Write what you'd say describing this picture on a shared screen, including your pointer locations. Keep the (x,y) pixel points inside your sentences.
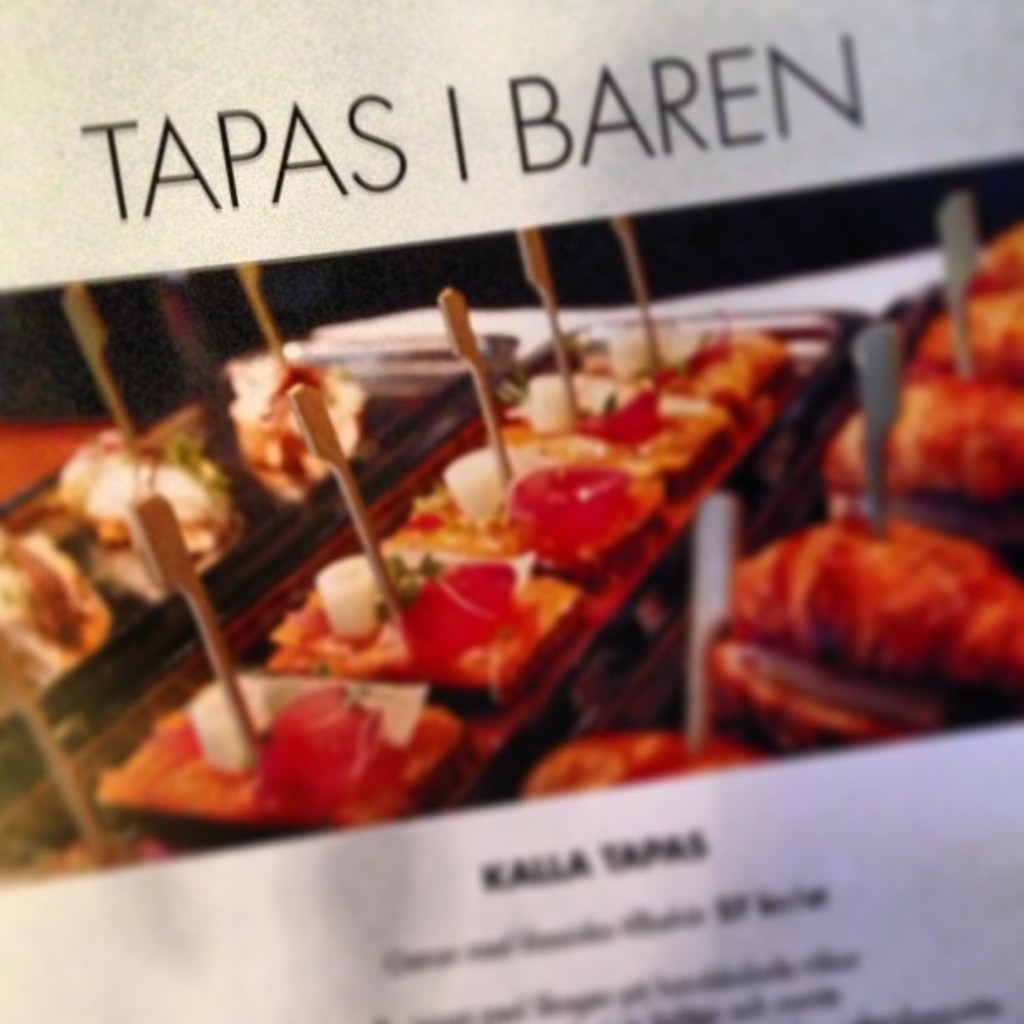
In this image I can see the poster (209,676). In the poster (209,676) I can see the food items (459,664) with sticks (158,553). I can also see something is written on it.
